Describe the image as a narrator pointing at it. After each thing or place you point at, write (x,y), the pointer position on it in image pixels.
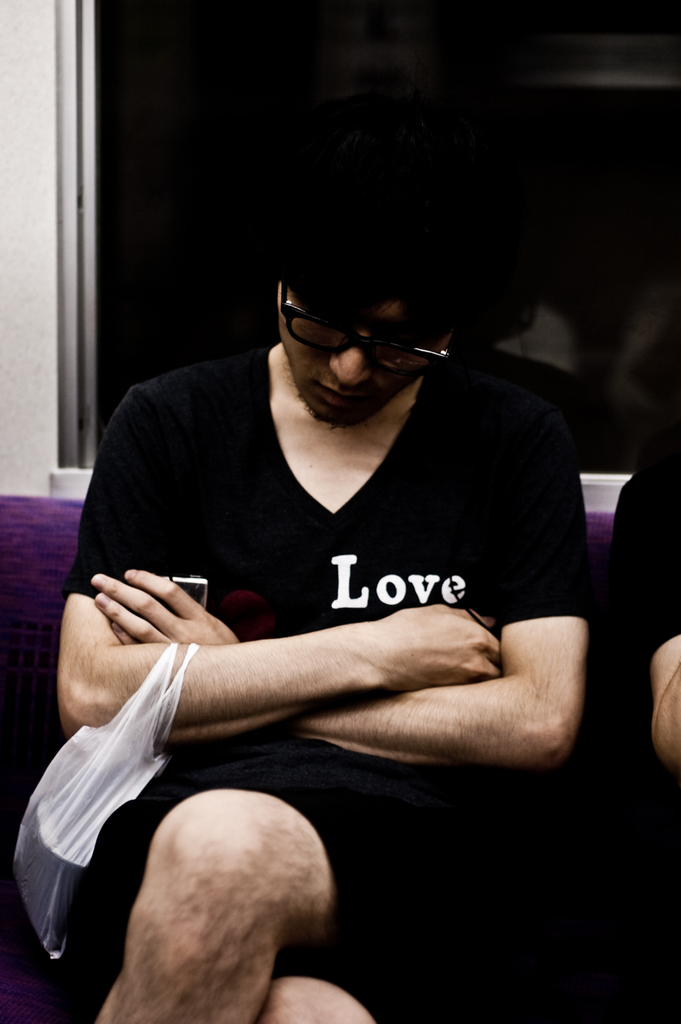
In this picture there is a man (304,399) sitting on a sofa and carrying a cover (96,788), beside him we can see a hand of a person (680,841). In the background of the image (105,228) we can see wall (53,126) and glass window (125,295).
